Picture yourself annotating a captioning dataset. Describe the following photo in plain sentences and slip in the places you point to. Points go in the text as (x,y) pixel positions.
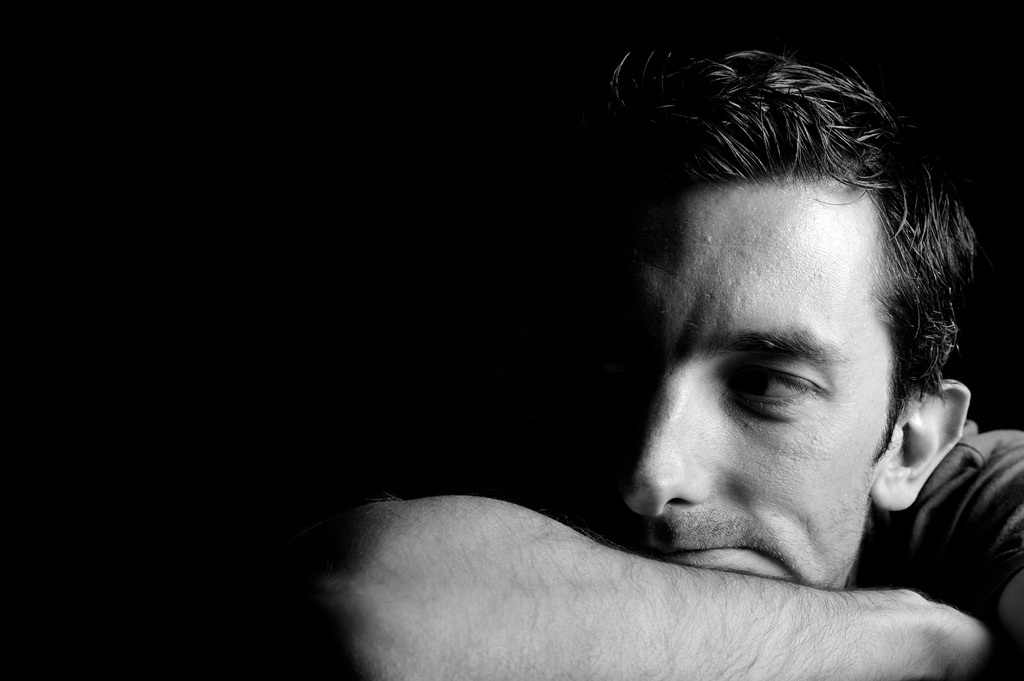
Background (1007,41) portion of the picture is dark. In this picture we can see a man (677,617).
